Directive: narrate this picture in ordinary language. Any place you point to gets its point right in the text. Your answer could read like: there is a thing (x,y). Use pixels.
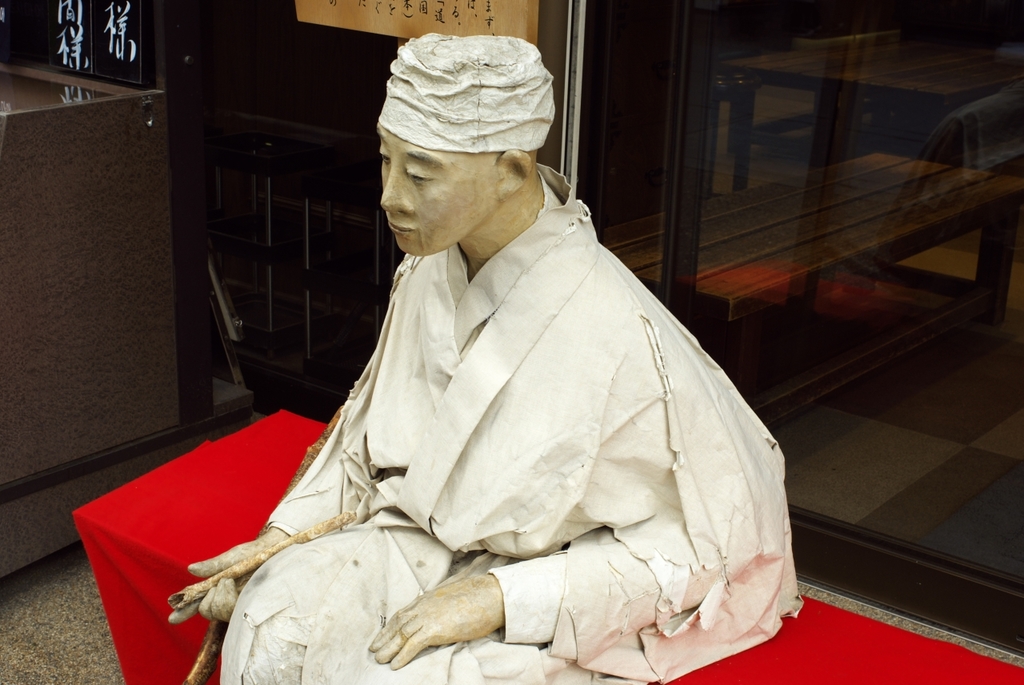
In this picture we can see a statue (490,508), behind to the statue (534,367) we can find a glass (777,217).
